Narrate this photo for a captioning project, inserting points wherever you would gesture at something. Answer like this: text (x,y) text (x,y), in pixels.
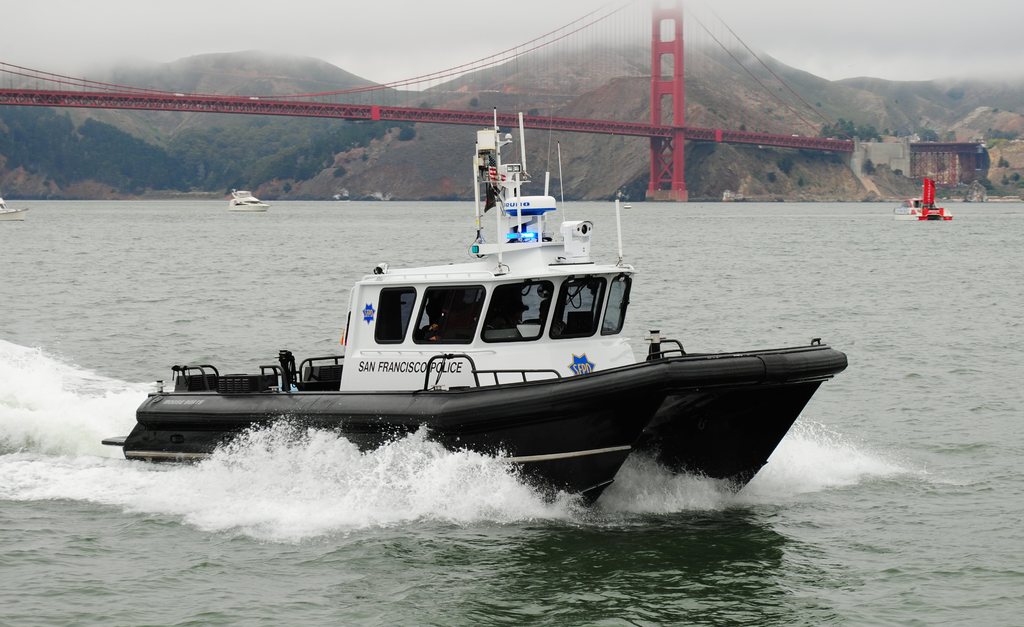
In this image there is a boat (551,484) in the water (558,495). In the background (324,96) there is a bridge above the water (266,240). There are hills (181,165) in the background (305,172). We can see there are few other boats (242,197) in the water (908,362). It looks like a sea (91,386).
